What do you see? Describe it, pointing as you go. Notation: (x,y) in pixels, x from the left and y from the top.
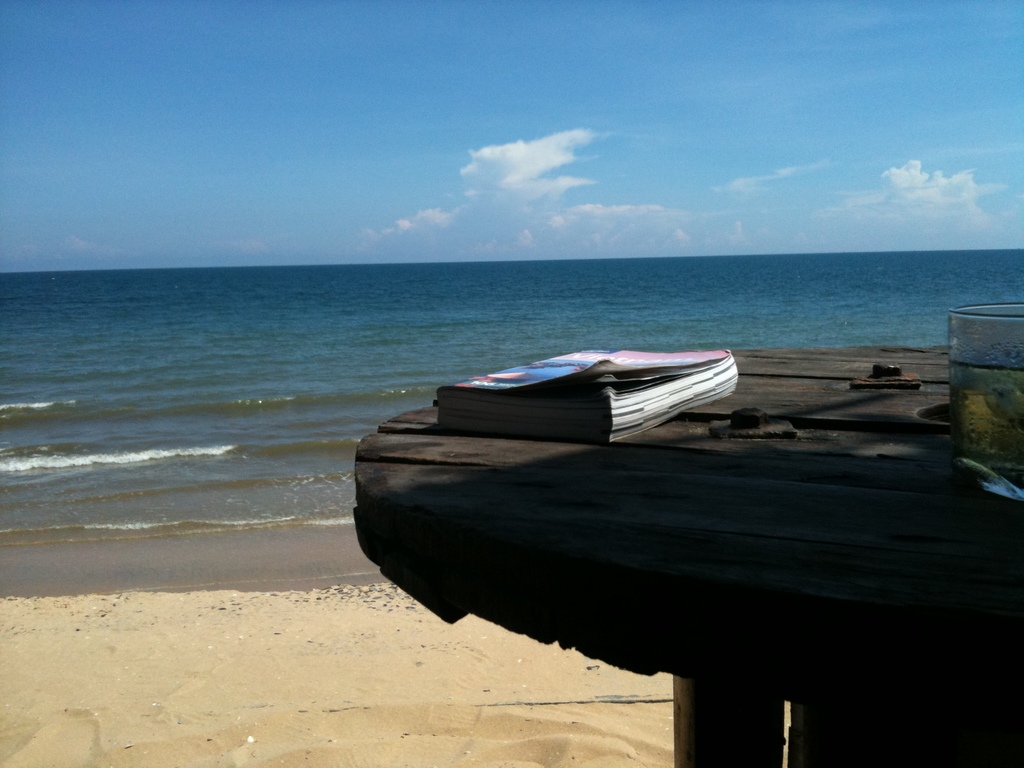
Here we can see a book (597,429) and a glass (985,412) with liquid (978,401) and a slice (994,427) in it on a table (741,554). In the background (367,661) we can see sand (123,563), water (496,332) and clouds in the sky (547,64).
